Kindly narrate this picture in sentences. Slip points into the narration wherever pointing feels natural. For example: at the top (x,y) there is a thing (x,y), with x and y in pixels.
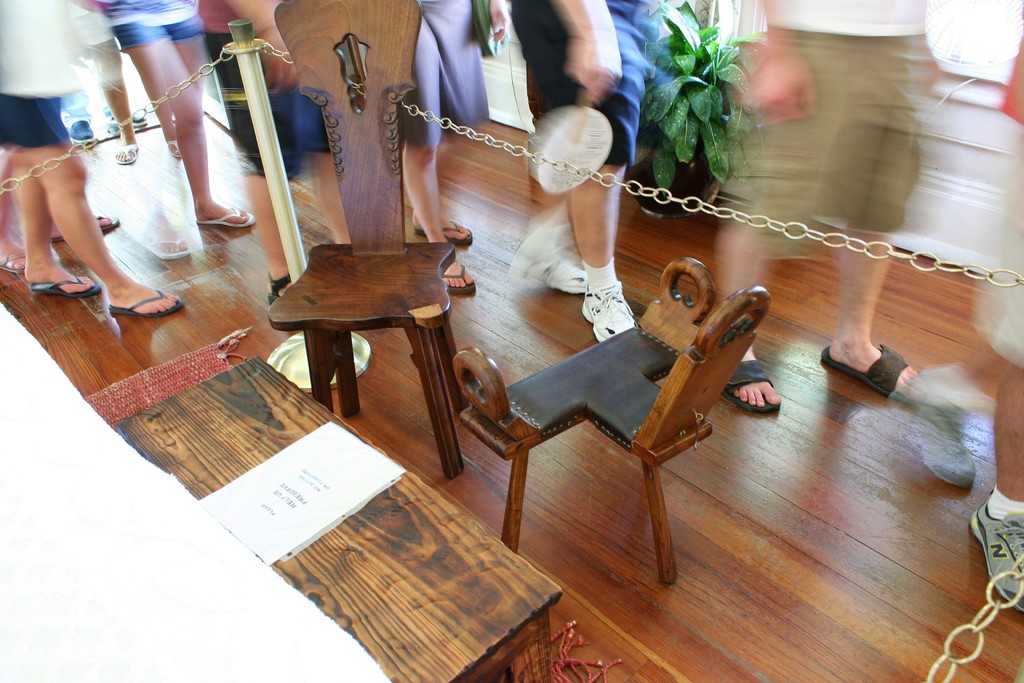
In this image we can see the chairs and also a table (227,430). We can also see the papers (335,498), mat (217,358), a barrier rod (234,29) with the chains (226,52). We can also see the people (1013,243), house plant (715,69) and also the wooden floor (831,497).
